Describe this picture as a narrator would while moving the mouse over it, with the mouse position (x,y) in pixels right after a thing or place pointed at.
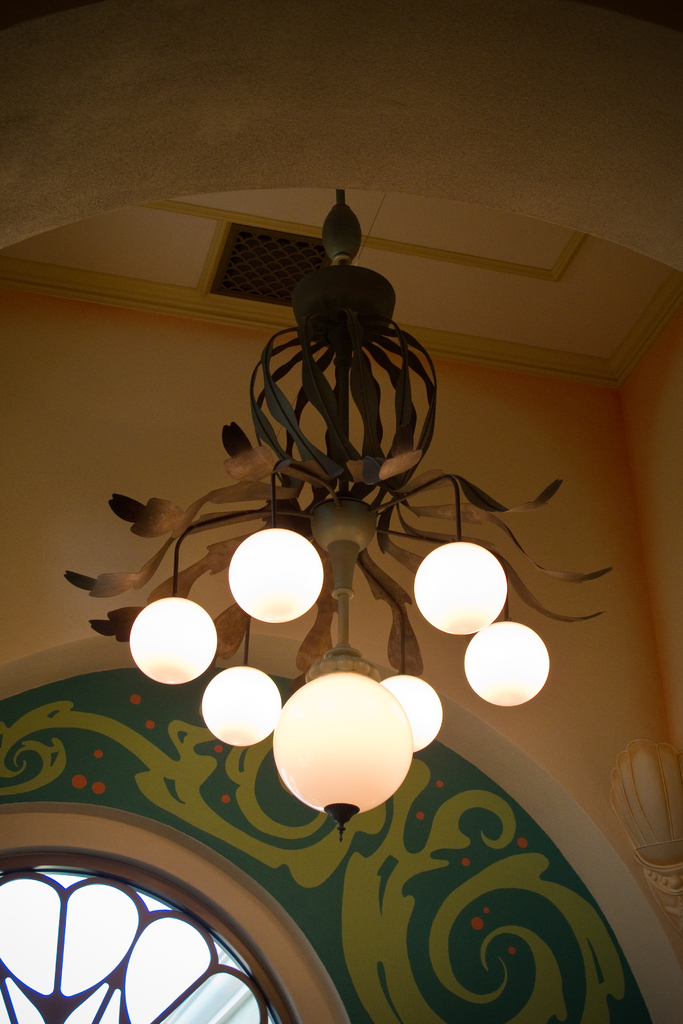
As we can see in the image there is a wall (555,675), window (23,956) and lights (250,587).
